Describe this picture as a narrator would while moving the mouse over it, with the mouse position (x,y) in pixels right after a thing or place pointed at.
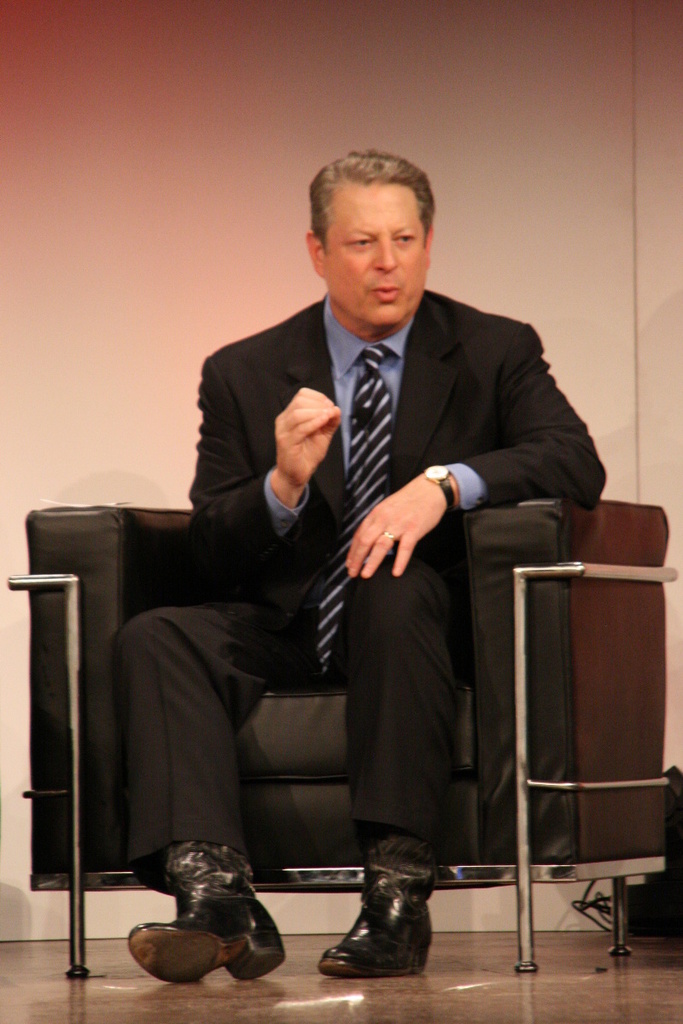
In this image there is a man (334,441) wearing a suit (312,570) and sitting in a sofa (578,767), in the background (540,266) there is a wall (506,175).
